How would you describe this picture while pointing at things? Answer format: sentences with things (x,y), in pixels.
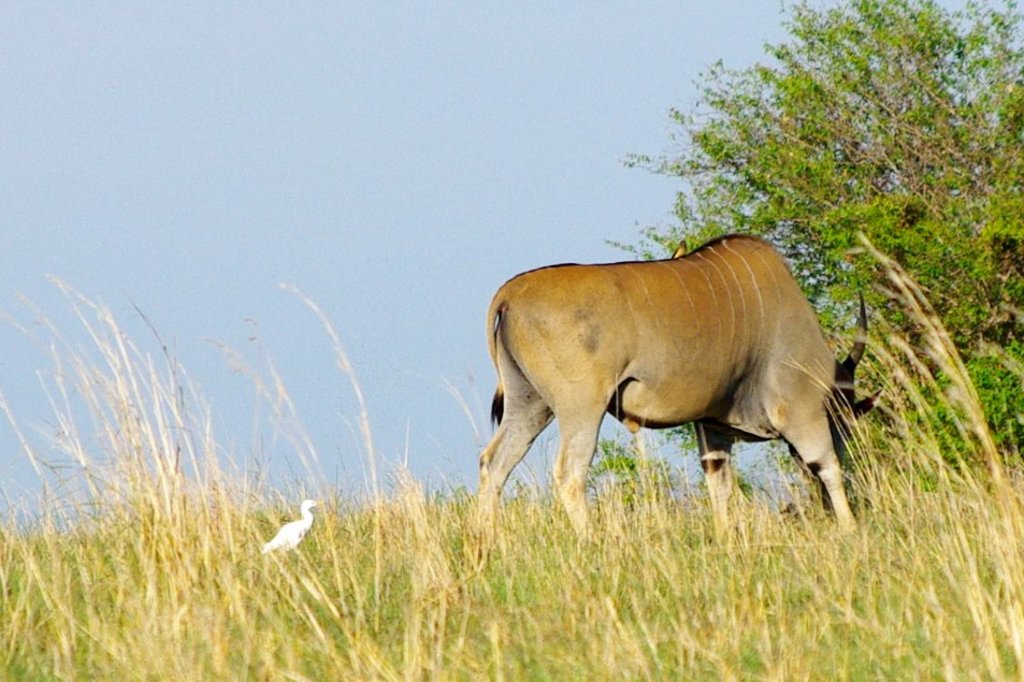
This picture is clicked outside. In the foreground (534,612) we can see the grass (343,602) and there is a white color bird (303,513) seems to be sitting on the ground (349,518). On the right (771,307) there is an animal (624,313) seem to be standing on the ground (909,517). In the background (321,80) we can see the sky (380,88) and a tree (810,146).
